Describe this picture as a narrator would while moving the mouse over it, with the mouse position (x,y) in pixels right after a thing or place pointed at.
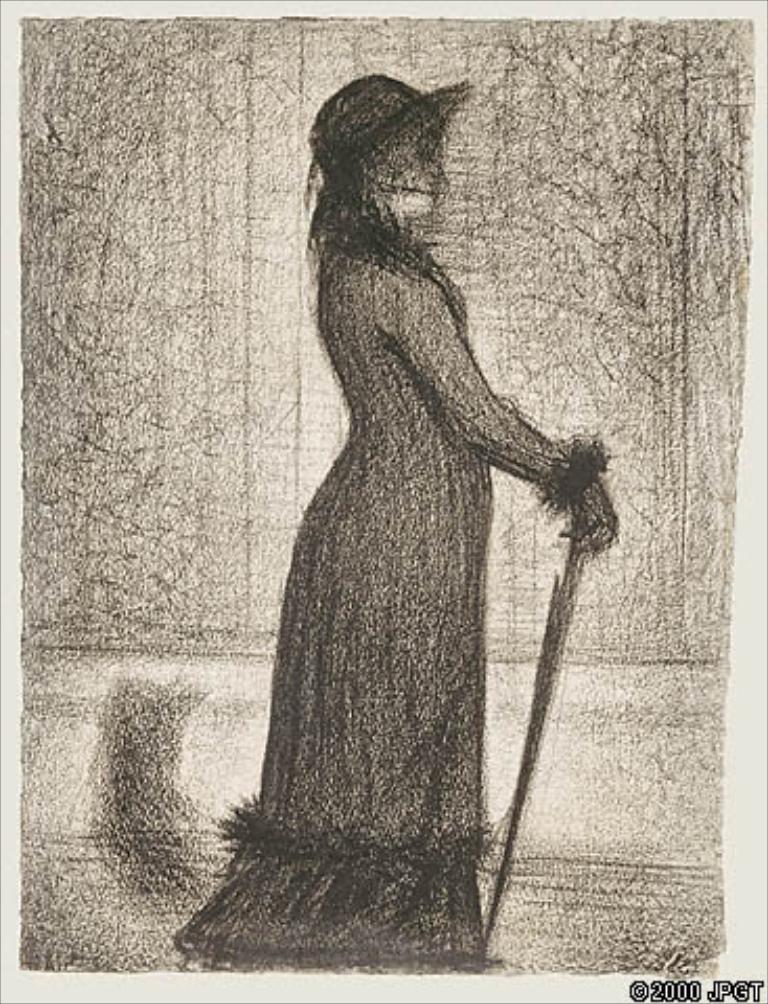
In this picture we can see an art (419,392), at the bottom (723,987) we can find a watermark (738,985).
